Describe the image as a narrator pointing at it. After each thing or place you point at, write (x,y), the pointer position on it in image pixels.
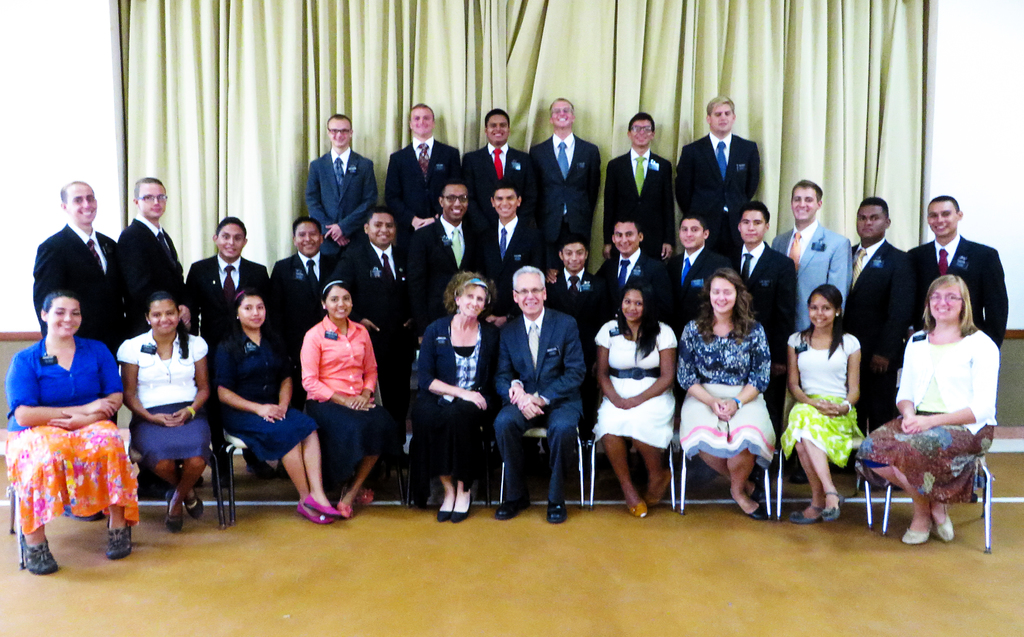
There are group of persons (531,367) in different color dresses (324,427) smiling and sitting on chairs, which are on the floor (950,553). Back to them, there are persons (654,242) in suit (107,292), standing and smiling. In the background (575,63), there is a curtain (159,79). On both sides of the curtain (148,84), there is white wall (947,43).
